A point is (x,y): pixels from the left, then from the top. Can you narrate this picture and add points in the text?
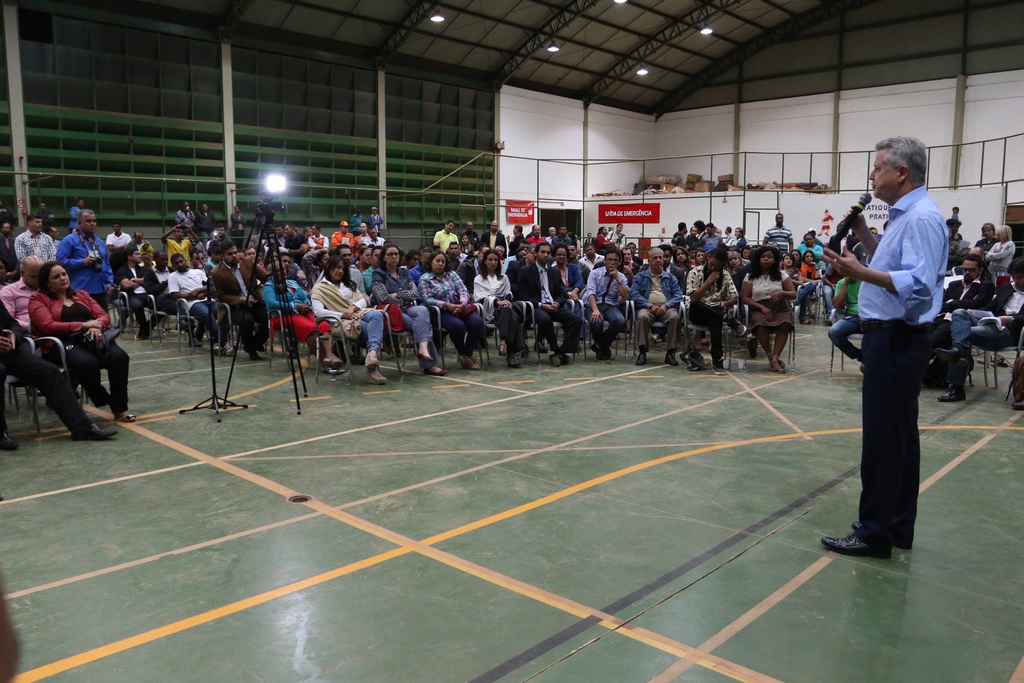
In this image on the right side (896,365) there is a person (896,351) standing and holding a mic (847,224) and speaking. In the background (229,282) there are persons (478,287) sitting and standing and there is a camera stand (261,238) which is black in colour and there are boards (622,206) with some text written on it. On the top (588,204) there are lights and there is a wall (768,125). In front of the wall (818,165) there is a railing (712,171).
